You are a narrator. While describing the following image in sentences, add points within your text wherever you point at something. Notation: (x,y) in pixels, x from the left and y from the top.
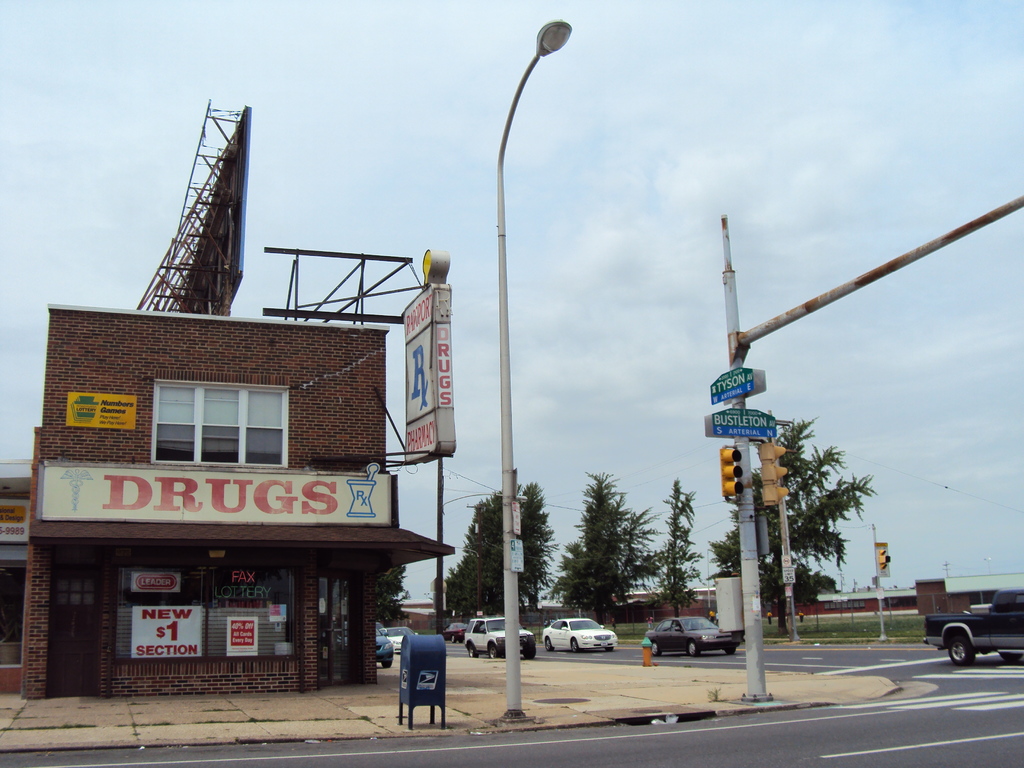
This image consists of a building (264,515). Beside which there is a board (436,442). At the bottom (714,738), there is a road (930,758). To the right (985,645), there are many vehicles (705,633) along with trees (810,580). At the top (633,171), there is a sky (663,156).
